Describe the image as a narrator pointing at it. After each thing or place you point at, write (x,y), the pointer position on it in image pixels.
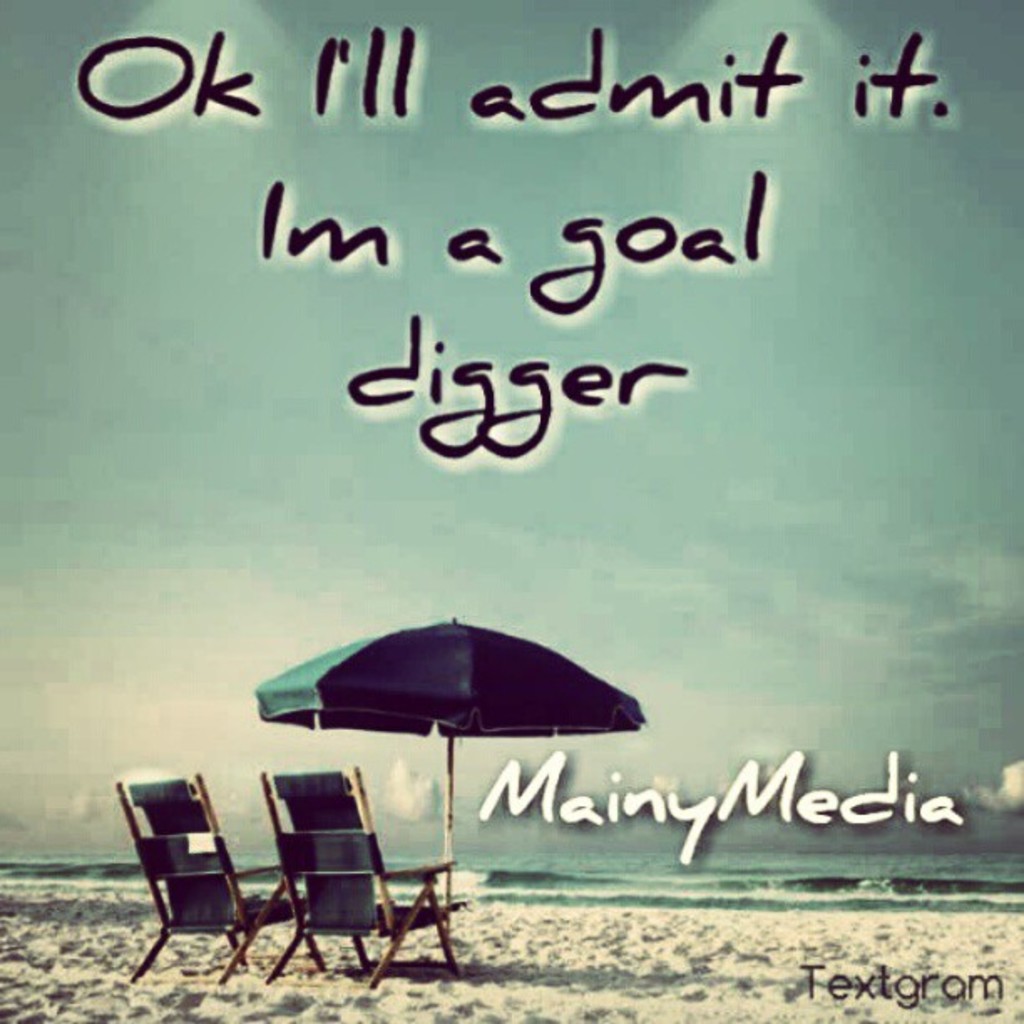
In this picture we can see an umbrella (426,728), chairs (168,836) on sand (494,913), water (837,892), some text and in the background (254,527) we can see the sky (761,601).
